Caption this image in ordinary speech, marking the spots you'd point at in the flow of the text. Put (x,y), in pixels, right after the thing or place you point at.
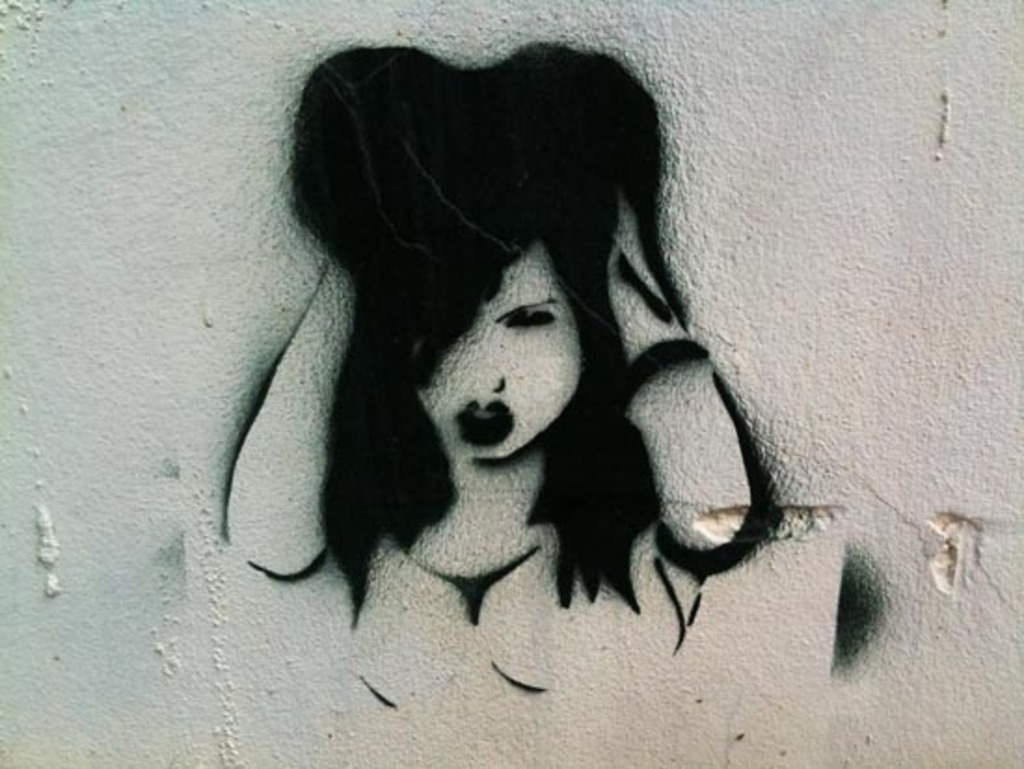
This picture looks like a graffiti (420,652). It is painted on the white wall (883,247).
